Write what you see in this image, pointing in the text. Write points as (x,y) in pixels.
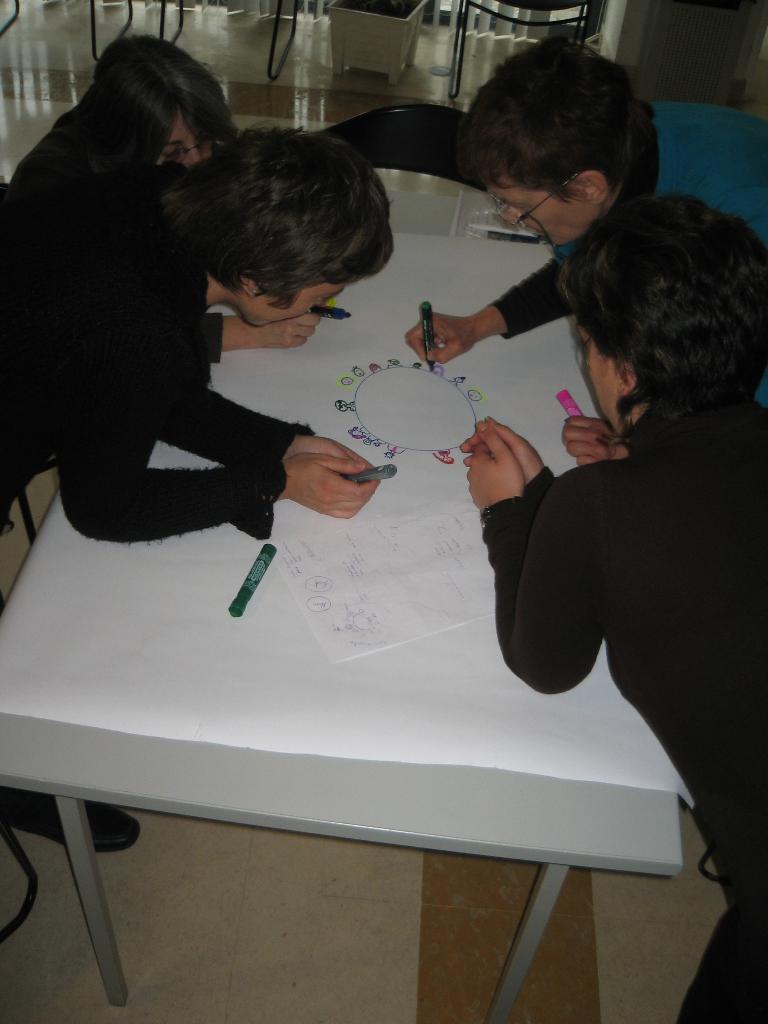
This picture shows four people (372,190) and a person (515,310) drawing on the paper (296,605) on the table (385,698).
